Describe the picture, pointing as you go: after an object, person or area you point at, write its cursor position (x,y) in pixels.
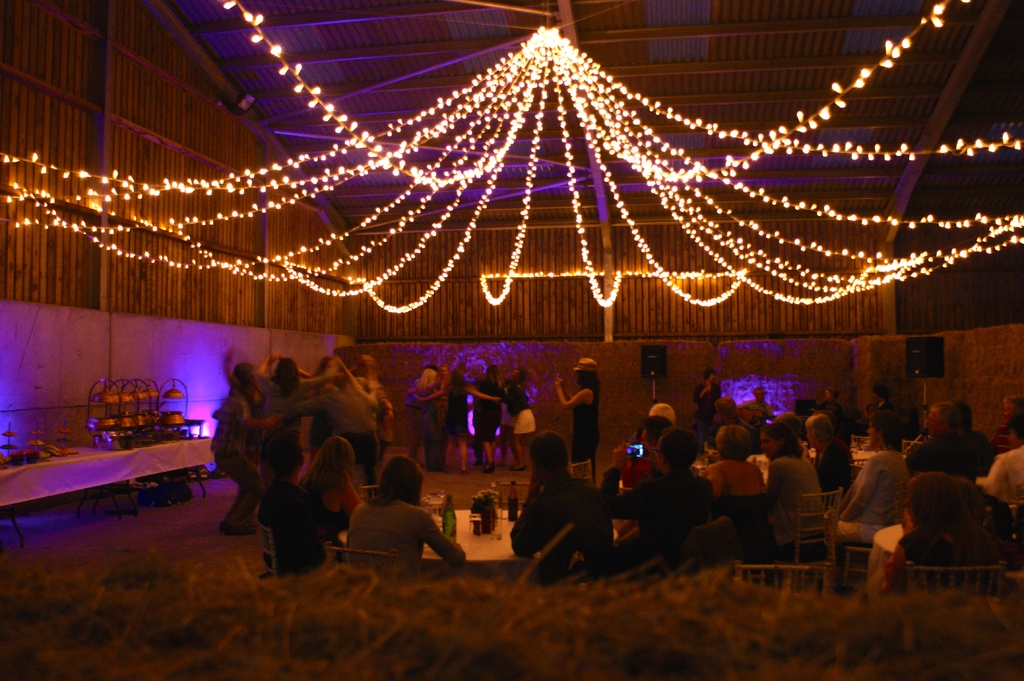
In this picture I can see some people (711,504) are sitting on chairs (799,519). Some people (448,418) are dancing. Some people (709,418) are playing music. I can see speakers (916,373). I can see lights (566,190) at the top (573,208). I can see tables (166,463) on left hand side (109,479).
